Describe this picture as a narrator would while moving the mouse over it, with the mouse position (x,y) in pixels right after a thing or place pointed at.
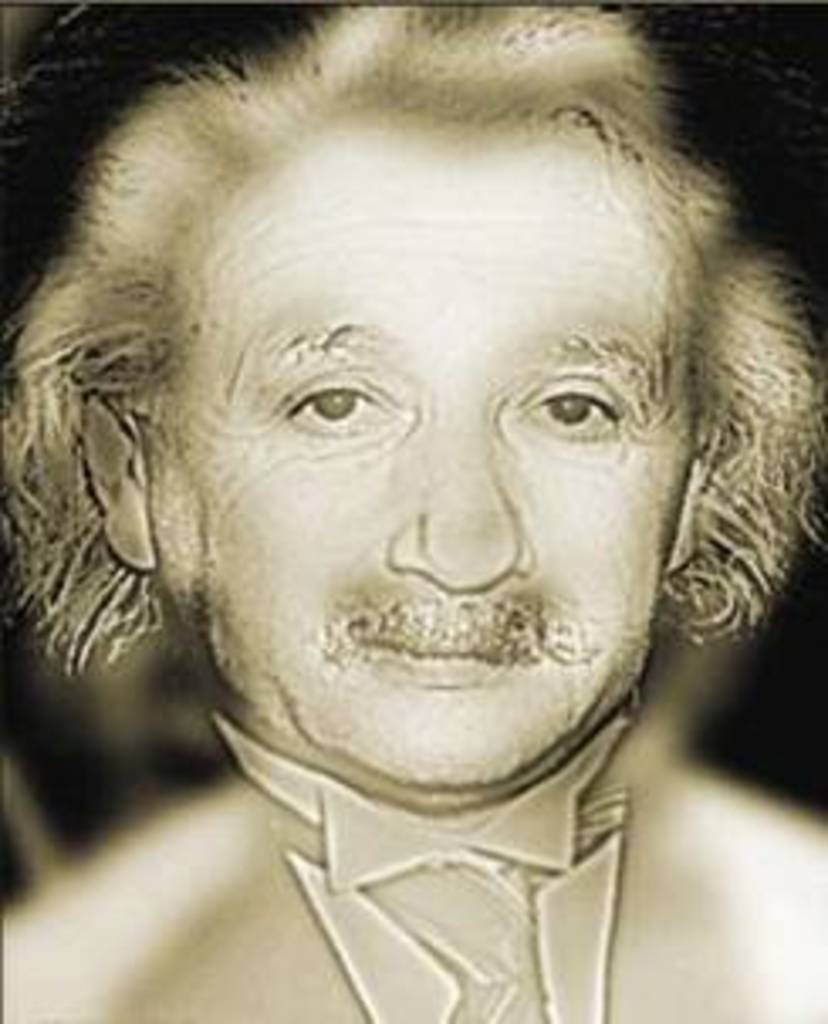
In this image we can see painting (403,559) of a person (226,524).
